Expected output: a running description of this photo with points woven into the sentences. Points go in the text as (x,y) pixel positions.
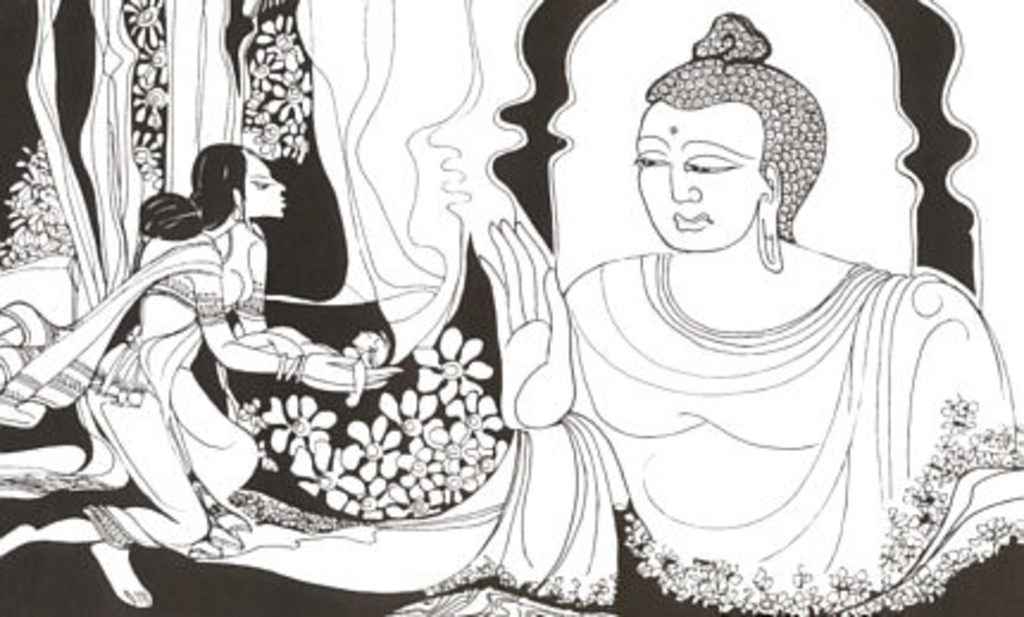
This image is a painting and in this image we can see the humans (187,396) and also flowers (427,433).
